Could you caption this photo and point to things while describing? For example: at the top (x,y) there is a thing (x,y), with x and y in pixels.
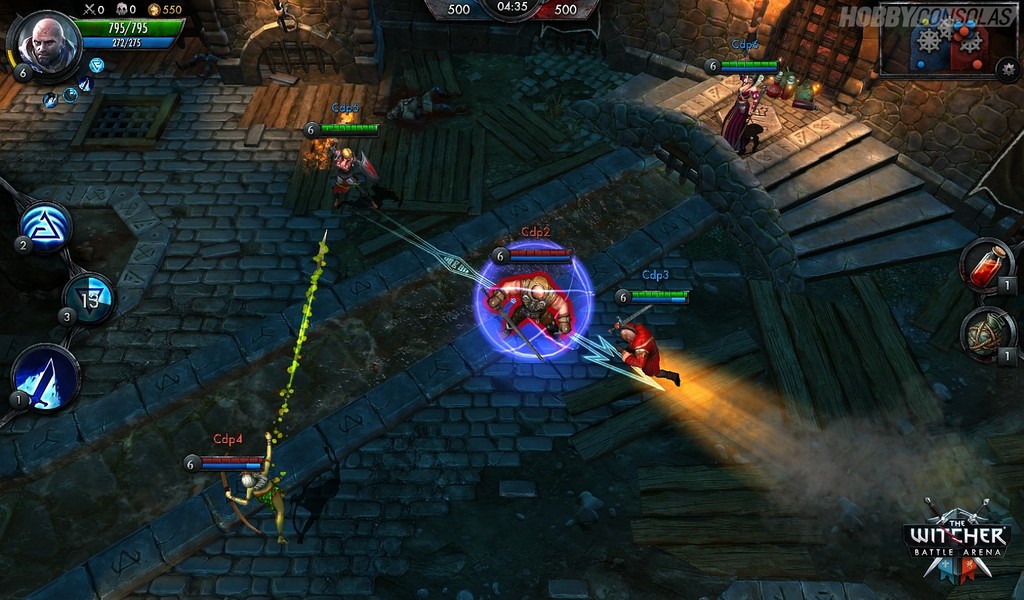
This is an animated image in which there are depiction of persons (504,294), there are lights (821,82), there are objects (785,94) on the floor (369,117) and there is some text (915,547) written on the image and there are numbers (121,43).
